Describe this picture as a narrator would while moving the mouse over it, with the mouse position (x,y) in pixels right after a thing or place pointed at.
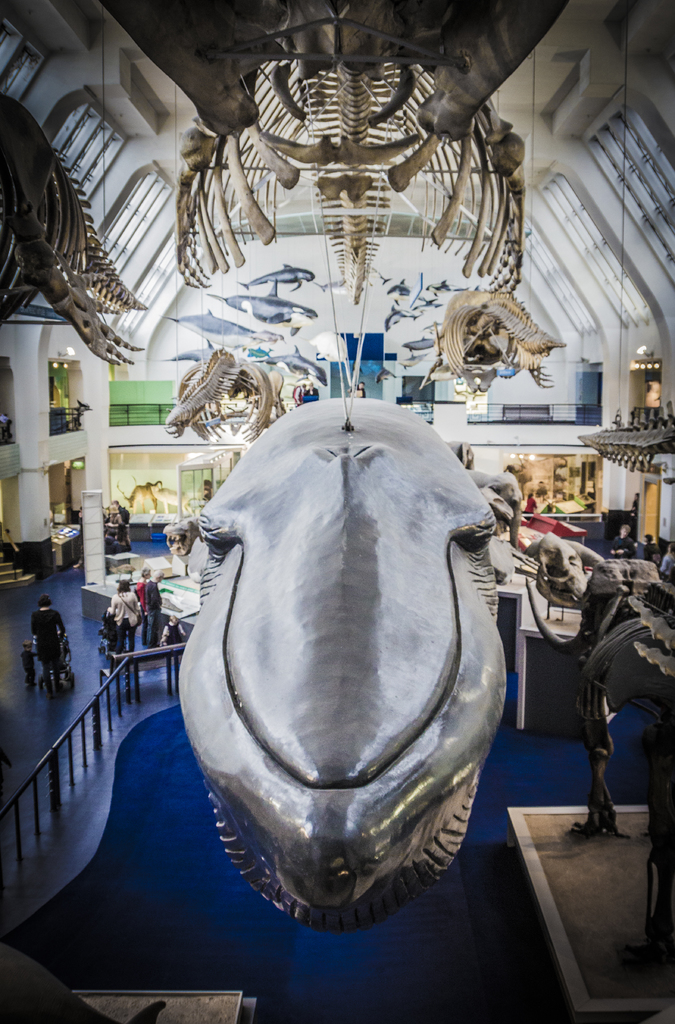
In the picture we can see inside view of the museum (18,497) with a skeleton (98,292) of the whales (336,690) and on the floor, we can see some people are standing watching something which are kept in the glasses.
